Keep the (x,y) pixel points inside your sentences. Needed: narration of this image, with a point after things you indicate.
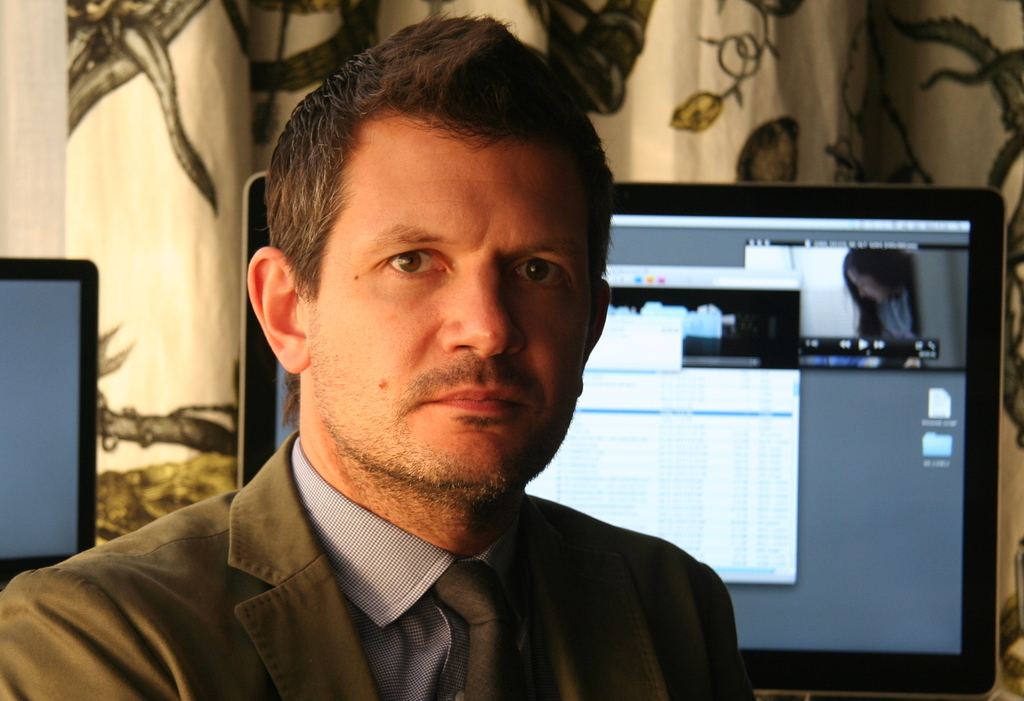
In this image we can see a man (273,574), he is wearing the suit (233,594), at back (740,496) here is the computer (809,363), there is the curtain (632,78).
